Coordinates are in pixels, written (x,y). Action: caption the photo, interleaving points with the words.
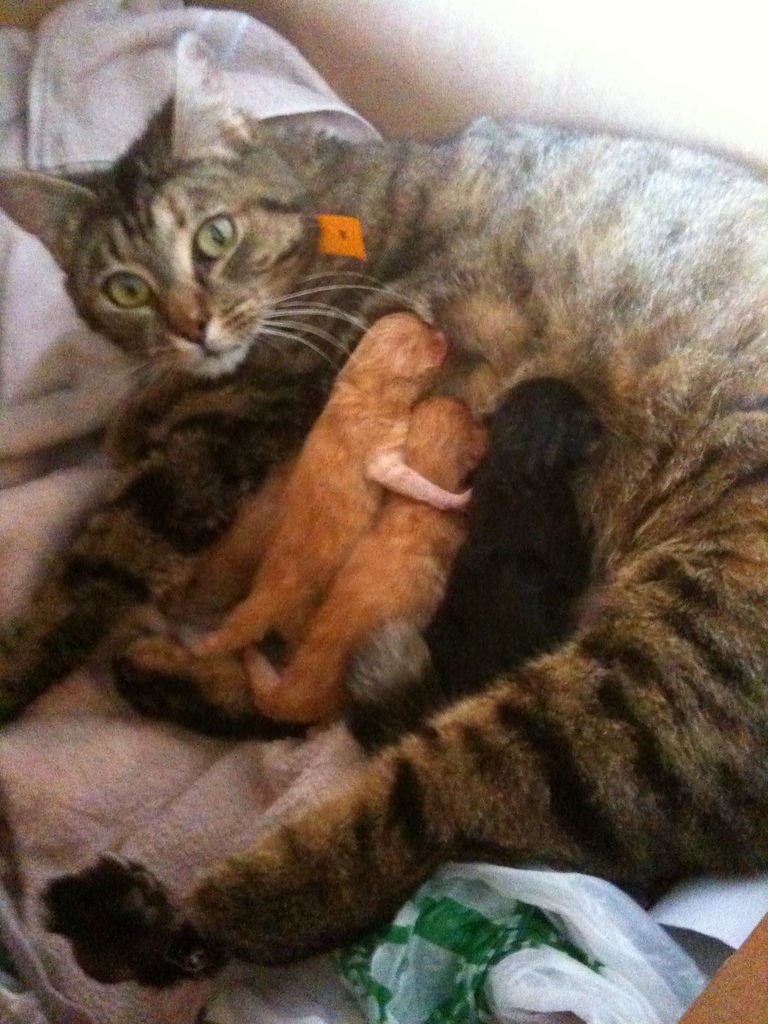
In this image we can see cats (375,586) are lying on the towel (108,408). In the background of the image (375,1) is in white.
